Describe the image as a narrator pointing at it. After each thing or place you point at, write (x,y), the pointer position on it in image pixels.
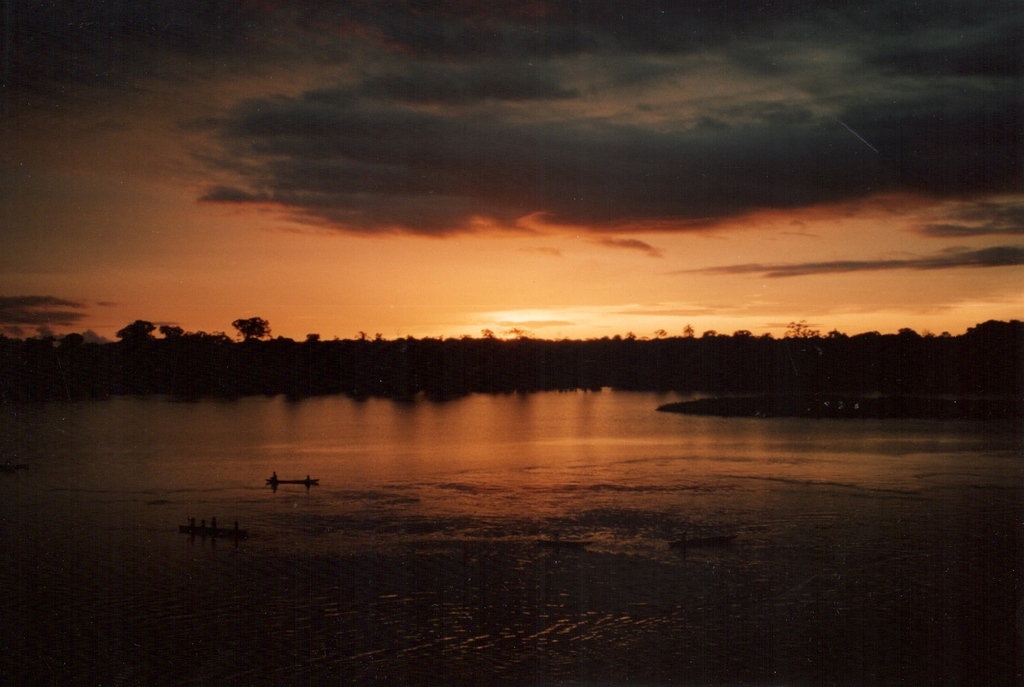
This is an image clicked in the dark. At the bottom (315,619) there is a sea (316,417). In the background (477,347) there are many trees (493,363). At the top of the image (149,59) I can see the sky (568,250) and clouds (444,183).
